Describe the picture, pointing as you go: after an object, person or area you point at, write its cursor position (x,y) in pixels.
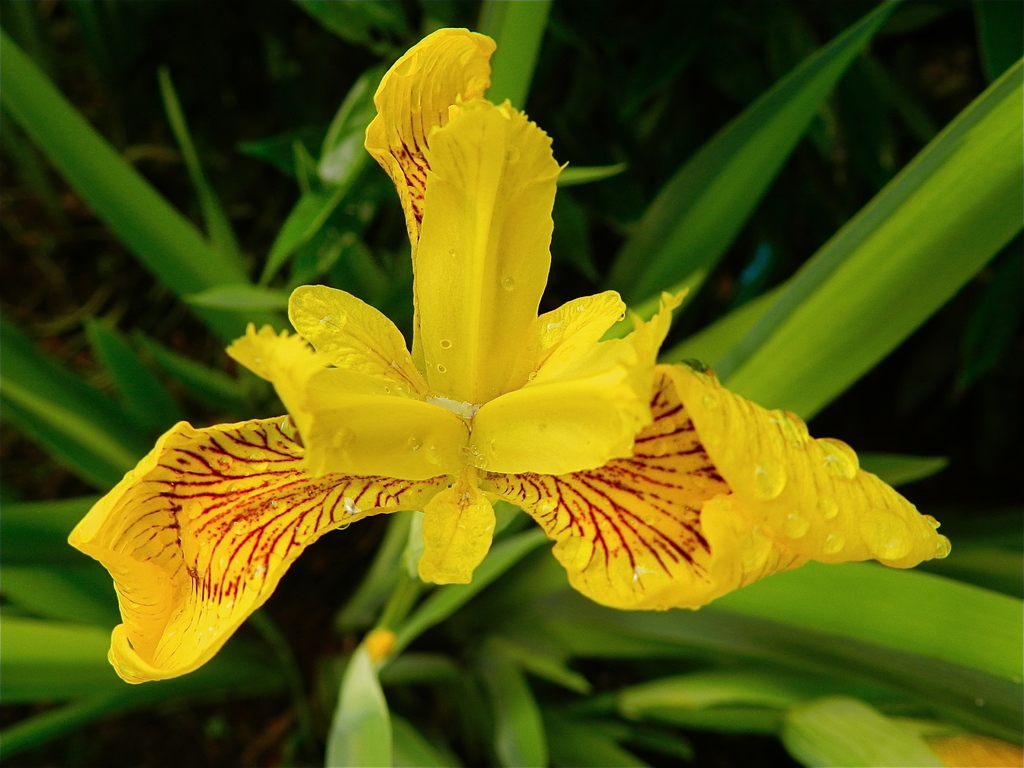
In this image I can see a flower (478,392) which is yellow and red in color to a plant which is green in color and I can see few water droplets (788,518) on the flower (783,481).
